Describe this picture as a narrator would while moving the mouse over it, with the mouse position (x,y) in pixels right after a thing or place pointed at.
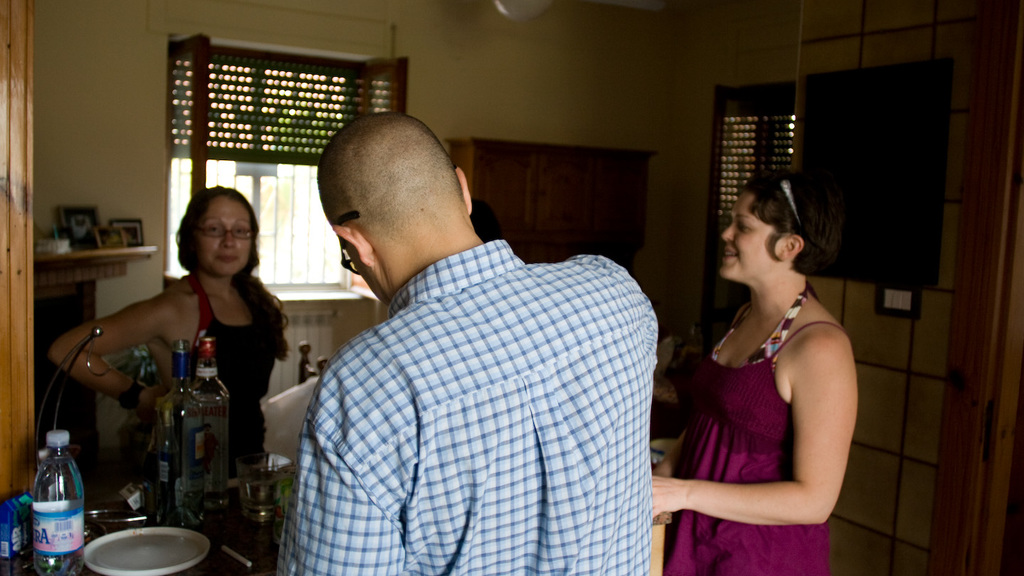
These persons (418,230) are standing. We can see bottles (219,493), plate (94,549), glass (271,481) on the table (261,526). On the background (502,65) we can see wall (560,126), windows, furniture (556,190).
